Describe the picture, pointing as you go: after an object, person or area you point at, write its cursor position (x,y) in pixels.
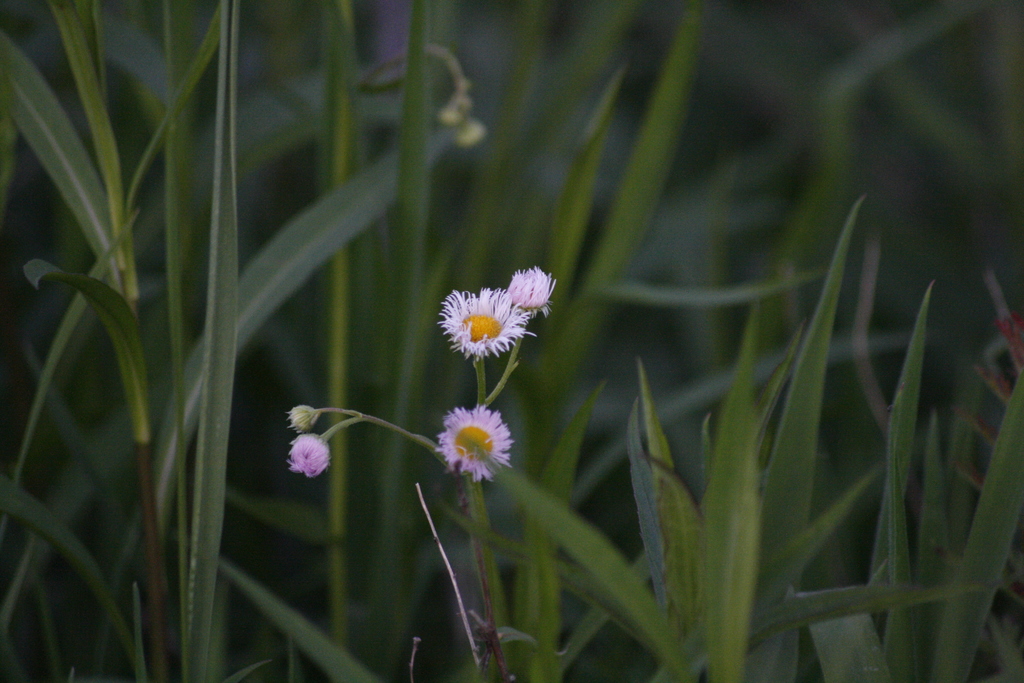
In this image we can see the flowers (479,329) and also the stems (479,359). We can also see the grass (384,302) in the background (739,321).
